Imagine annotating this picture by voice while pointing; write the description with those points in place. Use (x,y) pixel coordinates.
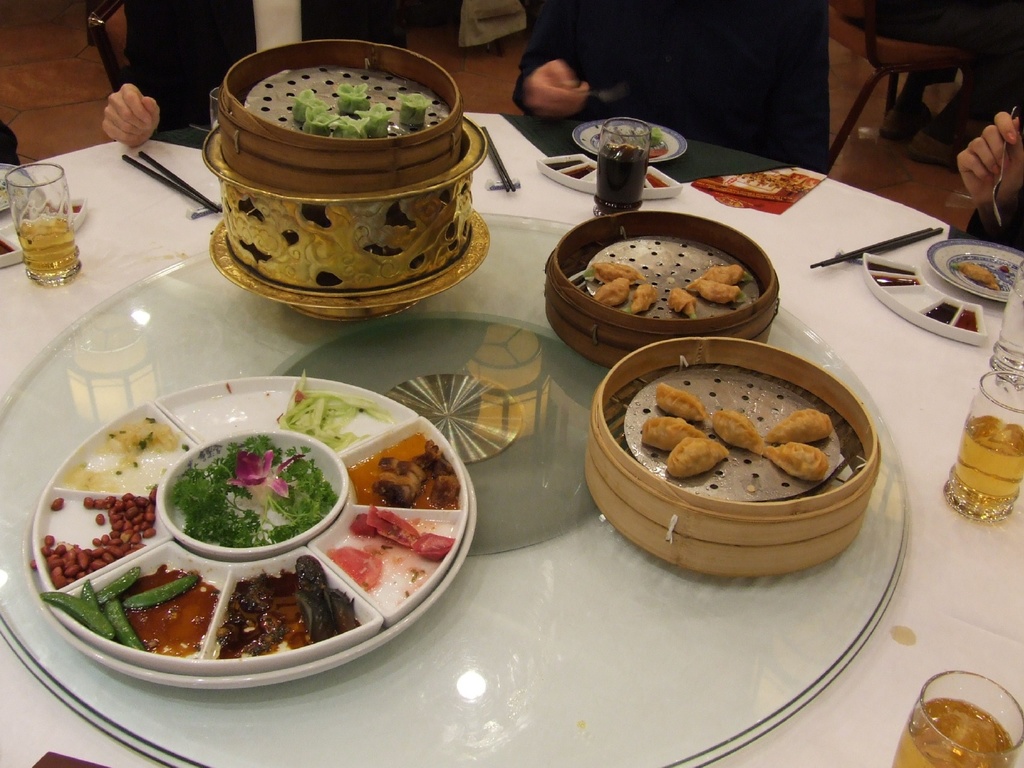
In this image, we can see a table (421,717), on that table (385,760) there are some objects (355,390) and we can see some glasses (962,484) on the table (839,662), there are some people (1017,141) sitting on the chairs (965,134).
